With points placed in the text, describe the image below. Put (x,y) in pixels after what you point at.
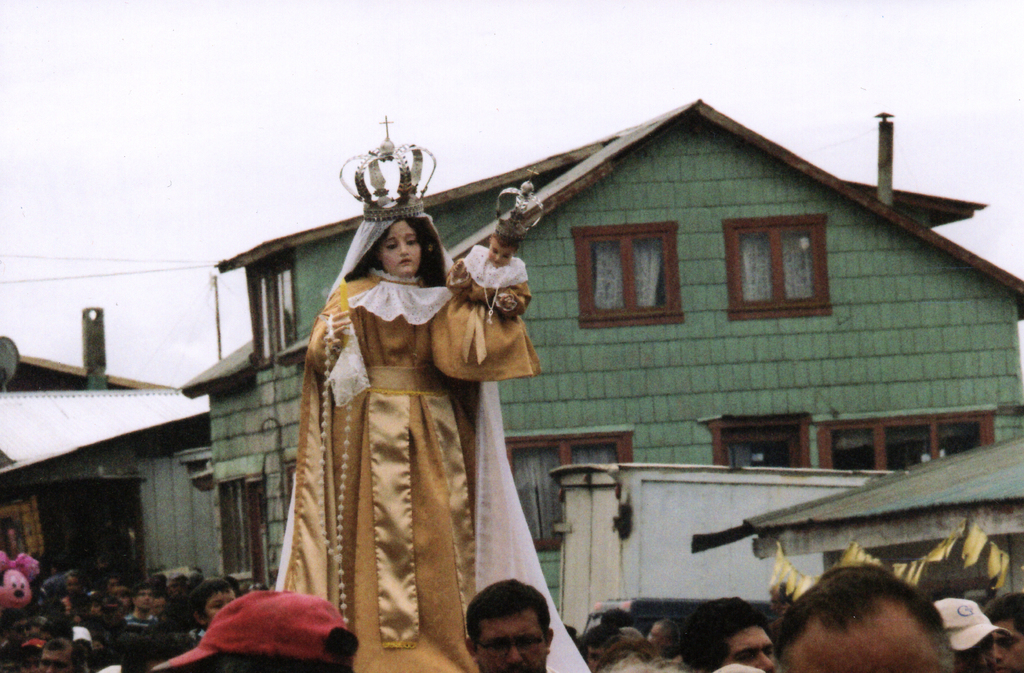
In this image we can see few persons (287,670) and among them at the bottom (273,661) we can only see few persons heads (858,624). In the background (266,270) we can see buildings (97,323), windows (540,510), container (587,520), wires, pole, objects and the sky (120,158).
